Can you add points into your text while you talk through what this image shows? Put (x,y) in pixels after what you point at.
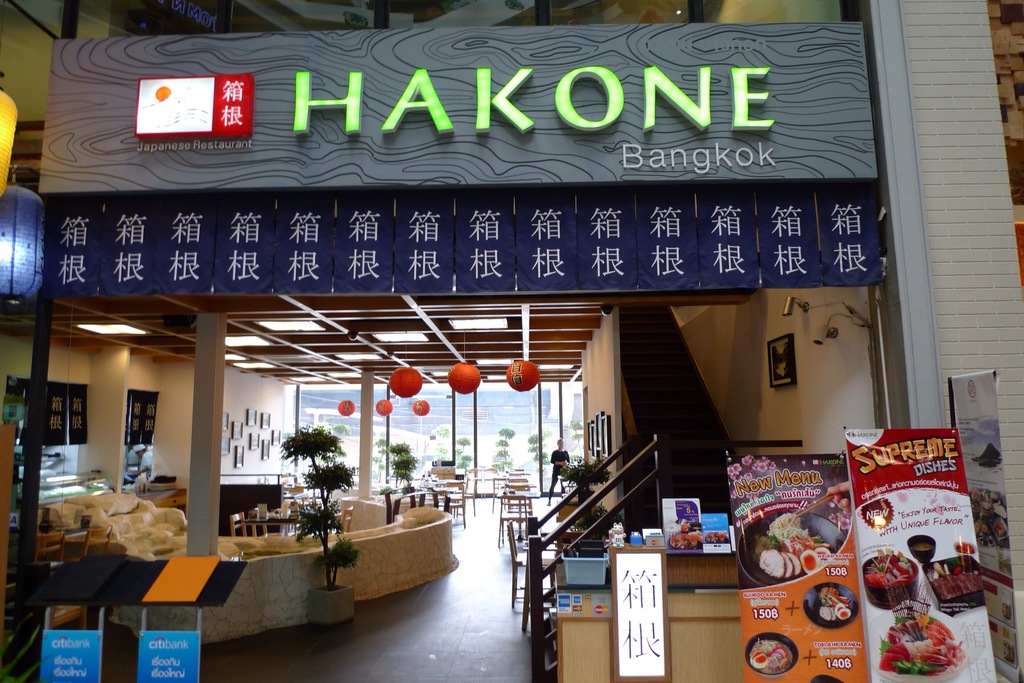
On the right side (824,602), we see the boards (863,580) in white and orange color with some text (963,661) written on it. Beside that, we see a banner (649,588) in white color with some text (655,599) written on it. Behind that, we see a table (677,615) on which a basket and some other things (674,531) are placed. Behind that, we see the staircase (641,468) and the stair railing (659,465). We see a wall (865,404) in white color on which the CCTV cameras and a photo frame (788,345) are placed. On the left side (152,658), we see the boards (164,672) in blue color with some text (76,659) written on it. Behind that, we see the sofas (150,537) and the plant pots (339,598). On the left side (178,398), we see a wall (165,393) on which many photo frames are placed. In the middle of the picture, we see the chairs (521,499) and tables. We see a woman (562,446) is standing. Beside her, we see a wall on which many photo frames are placed. In the background (431,431), we see the glass doors (412,437) from which we can see the trees (444,442) and buildings (518,404). At the top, we see the paper lanterns (517,377). At the top (202,114), we see the board (379,159) in grey and blue color with some text (143,265) written on it. This picture might be clicked in the hotel (380,317).
